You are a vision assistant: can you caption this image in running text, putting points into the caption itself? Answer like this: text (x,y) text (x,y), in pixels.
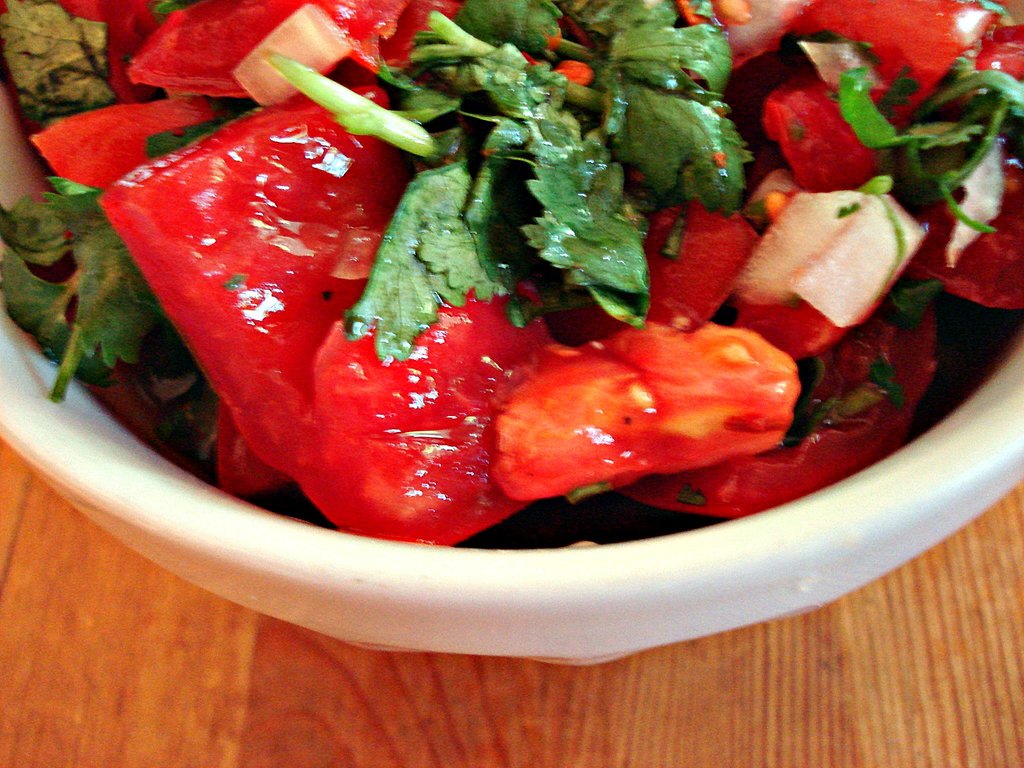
In this picture I can observe some vegetables (270,229) and leafy vegetables (452,244) in the white color bowl (494,602). They are looking like tomato pieces (645,347). The bowl (274,597) is placed on the brown color table (407,715).
